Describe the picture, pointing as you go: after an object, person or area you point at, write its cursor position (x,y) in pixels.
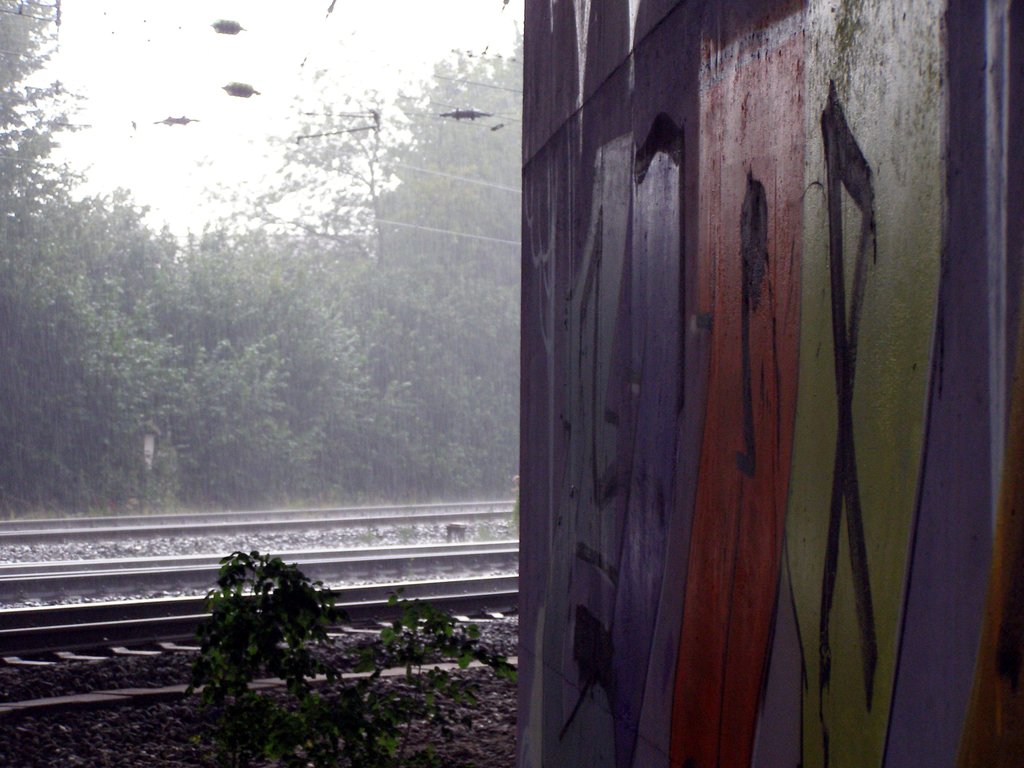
In this image we can see a wall (881,236) on which graffiti design (914,397) is drawn. In the background (466,463) we can see a railway track (392,586), group of trees (367,346), plants (336,706) and sky (203,115).
